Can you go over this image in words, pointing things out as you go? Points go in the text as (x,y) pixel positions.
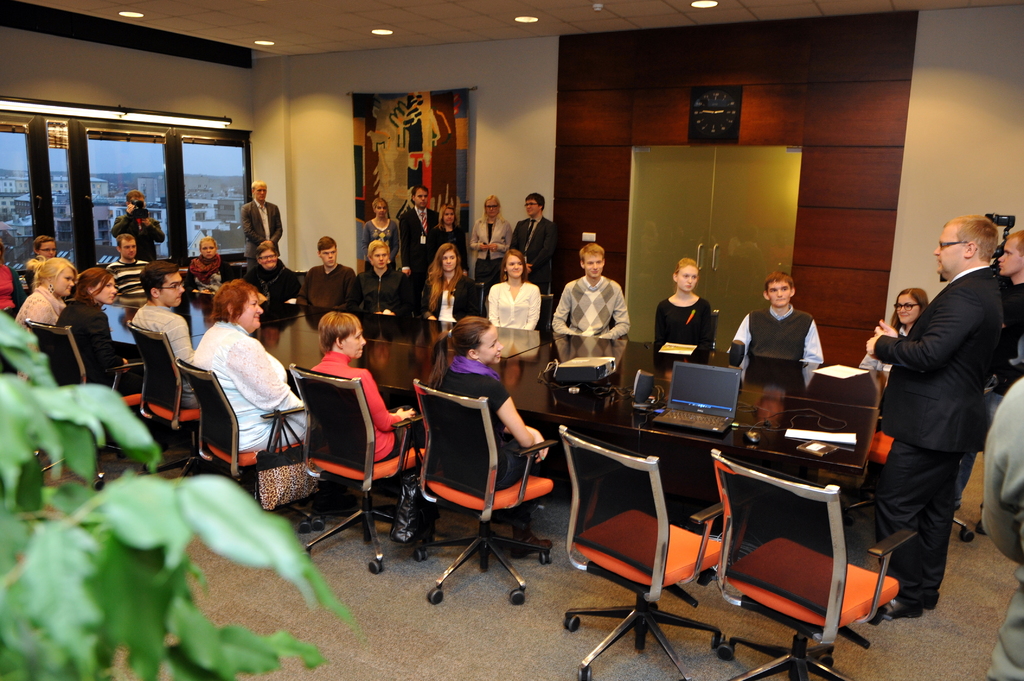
In the image there are group of people (440,378) sitting on chair (298,378) in front of a table (376,347), on table (554,339) we can see a projector (600,362), speaker (650,378), laptop (686,386), wire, paper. On right side (952,310) there is a man (949,333) wearing a black color suit (932,369) is standing and there is another man (1020,293) holding a camera (1007,233) and standing and there are group of people (423,220) standing on left side (276,223).
